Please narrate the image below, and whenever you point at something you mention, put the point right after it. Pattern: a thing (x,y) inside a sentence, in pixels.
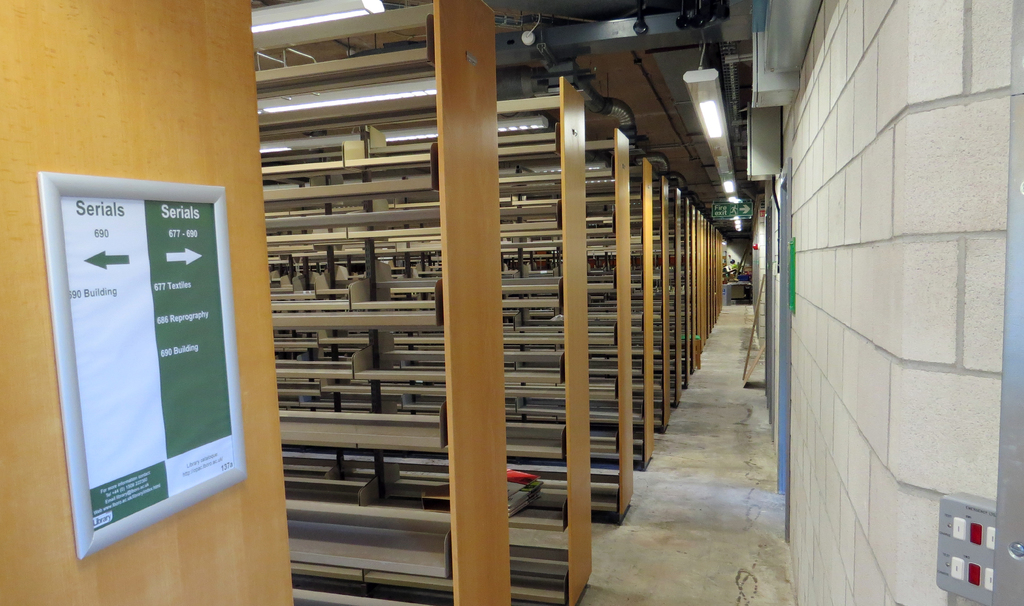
In the background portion of the picture we can see few objects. At the top (706,122) we can see the ceiling (657,73) and the lights (717,110). On the right side of the picture (821,318) we can see a wall (970,391) and a machine (942,533). We can see a pole (1005,580). On the left side of the picture (80,219) we can see a board (187,493) with some information (202,222) on the wall (30,148) and we can see the racks (584,298) with wooden borders (715,247). We can see a sign board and we can see the floor (725,398).
